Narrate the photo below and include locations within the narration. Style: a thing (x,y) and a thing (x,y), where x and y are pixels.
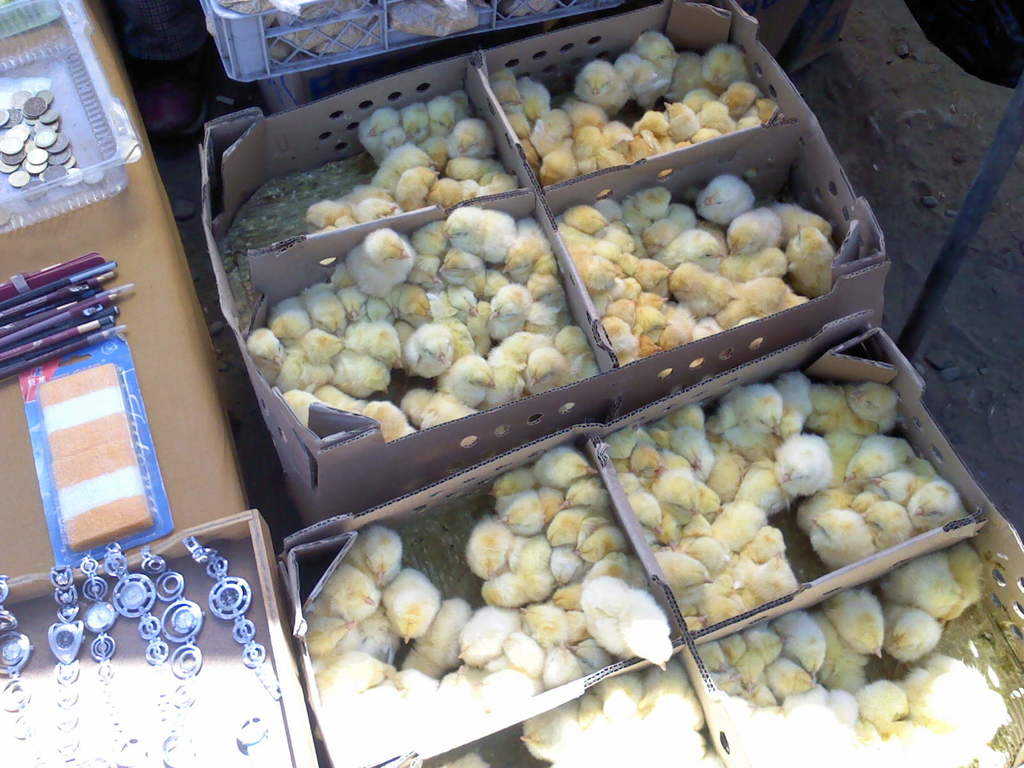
In this image I can see many chicks (648,447) in the cardboard boxes (710,176). To the left (86,582) I can see the watches (108,669), pencils (19,312), coins (26,106) and some objects (85,414). These are on the brown color surface (17,391). In the background (410,211) I can see few more chicks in the boxes (288,43).
